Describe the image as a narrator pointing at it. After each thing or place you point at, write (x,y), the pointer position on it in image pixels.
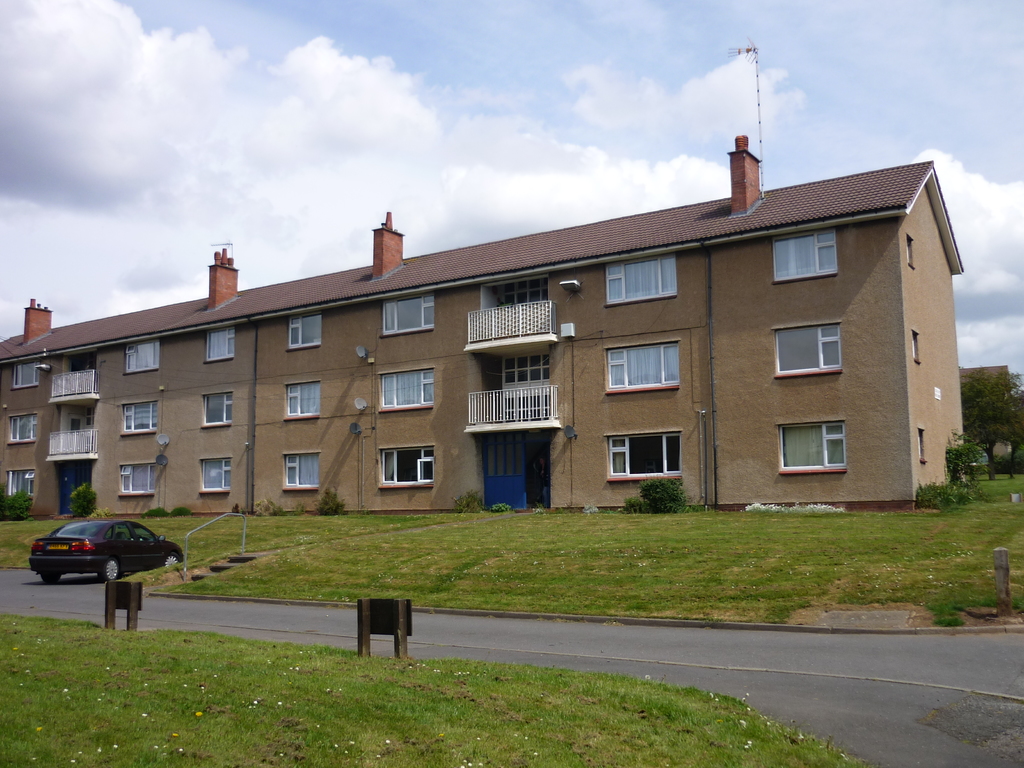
This picture describe about the brown color building (460,335) with white color glass windows (547,365) and white balcony (537,392). Above we can see brown color roof tile (747,219) and in front (284,672) bottom side we can see green lawn (401,672) and road (853,666). On the left corner (121,568) we can see black color car (120,570) is park.
